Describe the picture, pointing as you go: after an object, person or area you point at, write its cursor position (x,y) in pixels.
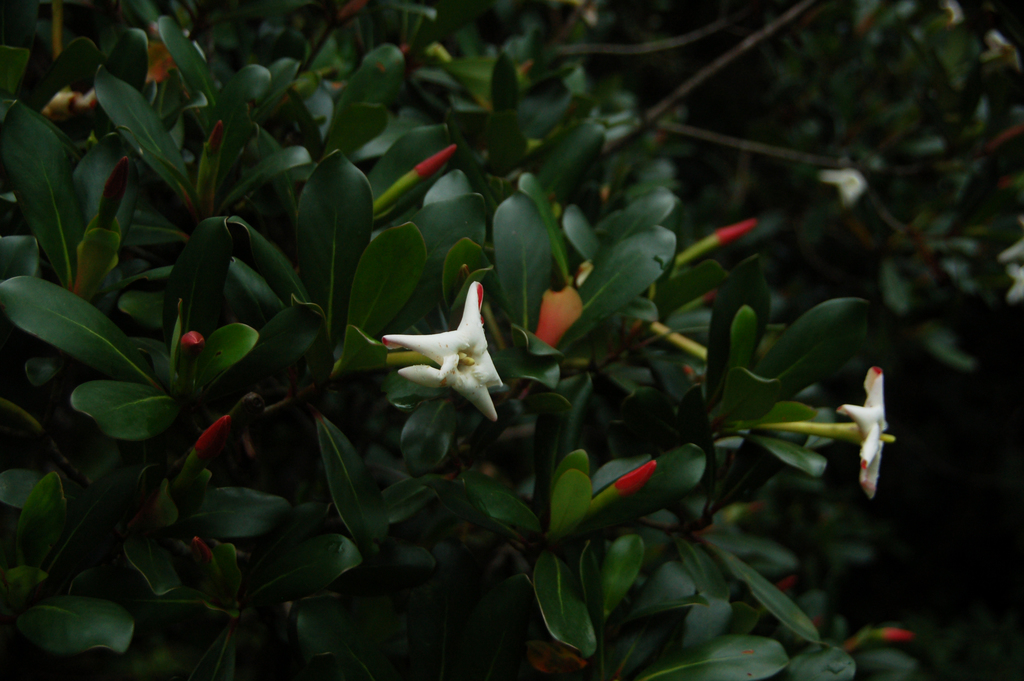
We can see plants (232,180), flowers (489,419) and buds (703,241).
